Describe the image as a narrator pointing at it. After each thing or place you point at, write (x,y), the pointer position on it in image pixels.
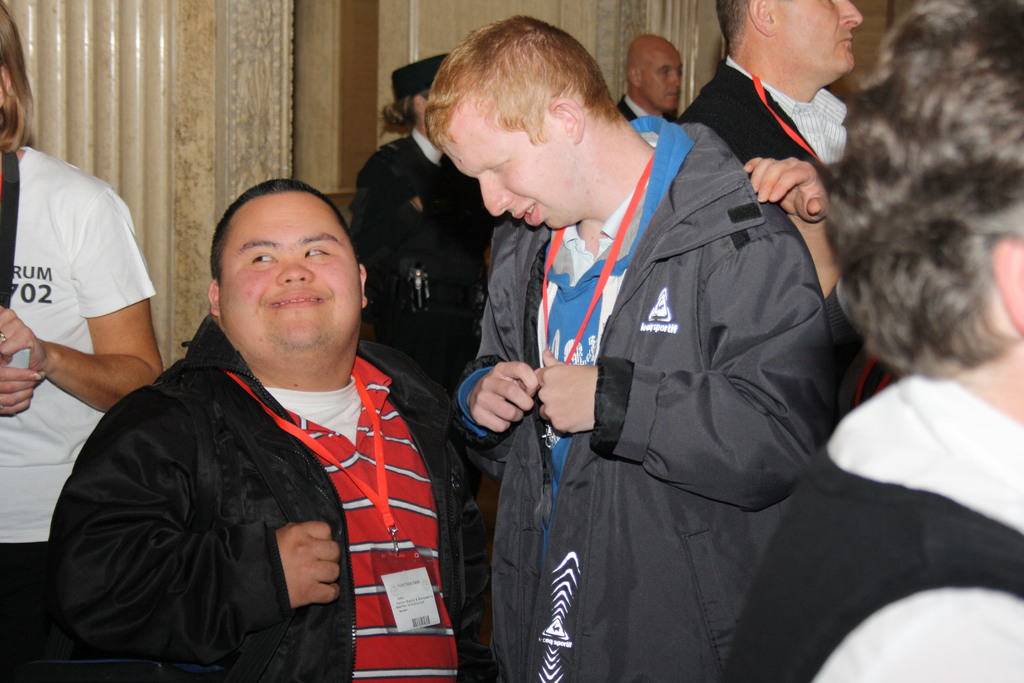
In this image, we can see people (432,460) standing and some are wearing coats (748,459) and id cards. In the background (288,40), there is a wall (684,27).
